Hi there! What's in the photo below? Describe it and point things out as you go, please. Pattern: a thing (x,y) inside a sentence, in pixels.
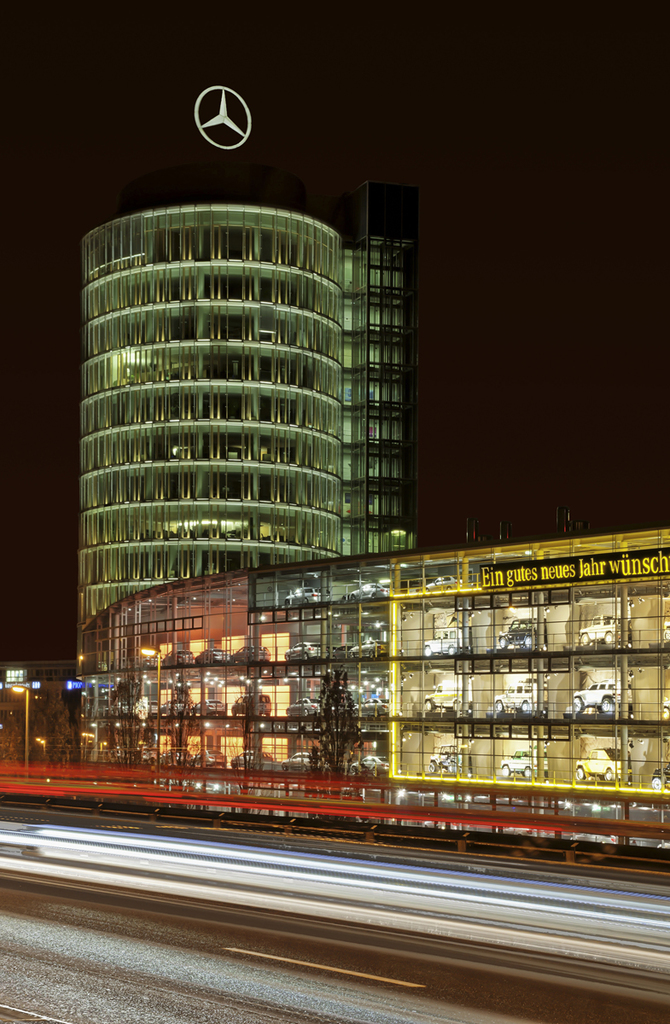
This is an image clicked in the dark. At the bottom of the image (192,976) I can see a road (176,937). In the background (324,705) there is a building (246,624).
